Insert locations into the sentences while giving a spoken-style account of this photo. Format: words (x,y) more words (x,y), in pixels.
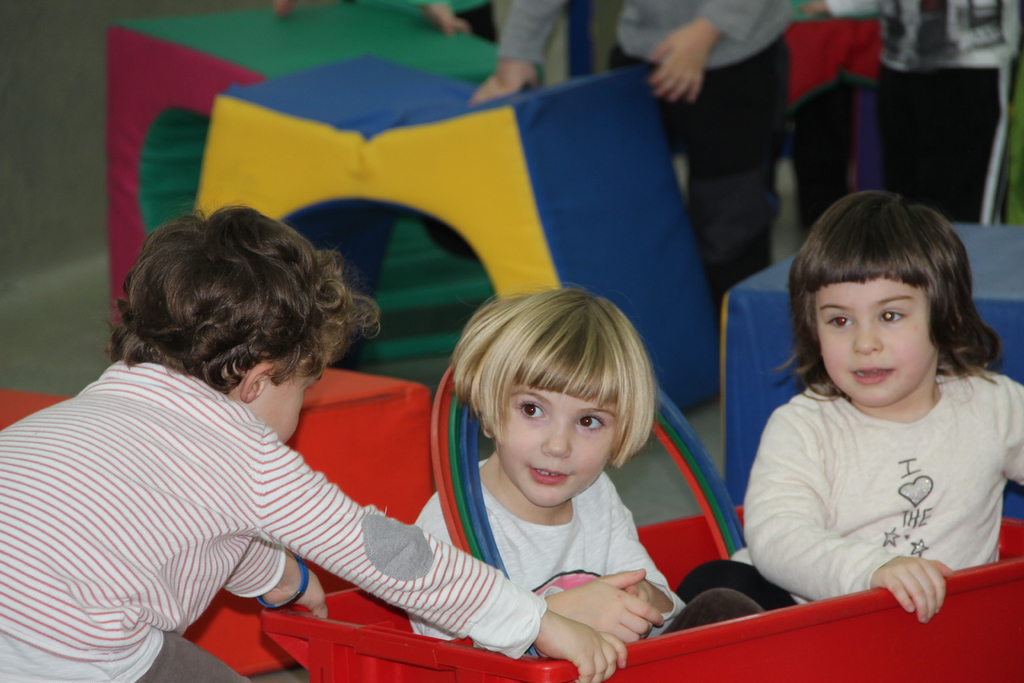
In this image there is a girl (568,476) sitting in the red color box (727,629). Beside her there is another girl (823,502). On the left side (180,483) there is a boy (207,506) who is holding the box (500,669). In the background (559,141) there are few people (649,31) who are holding the tents (481,205) which are of different colors.
